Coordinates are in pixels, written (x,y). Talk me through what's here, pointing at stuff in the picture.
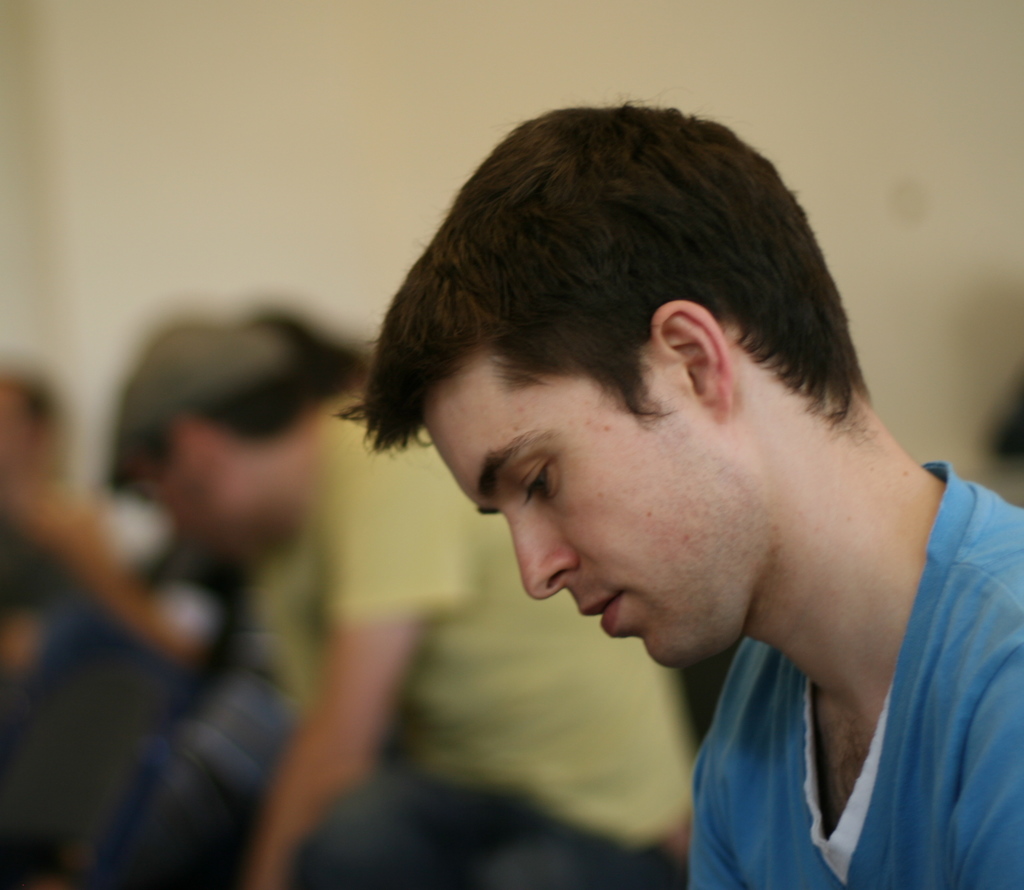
This picture is clicked inside. In the foreground (801,586) there is a person (952,671) wearing blue color t-shirt (913,763). The background of the image (172,38) is blur and we can see the wall (236,75) and group of persons (389,737) seems to be sitting.
